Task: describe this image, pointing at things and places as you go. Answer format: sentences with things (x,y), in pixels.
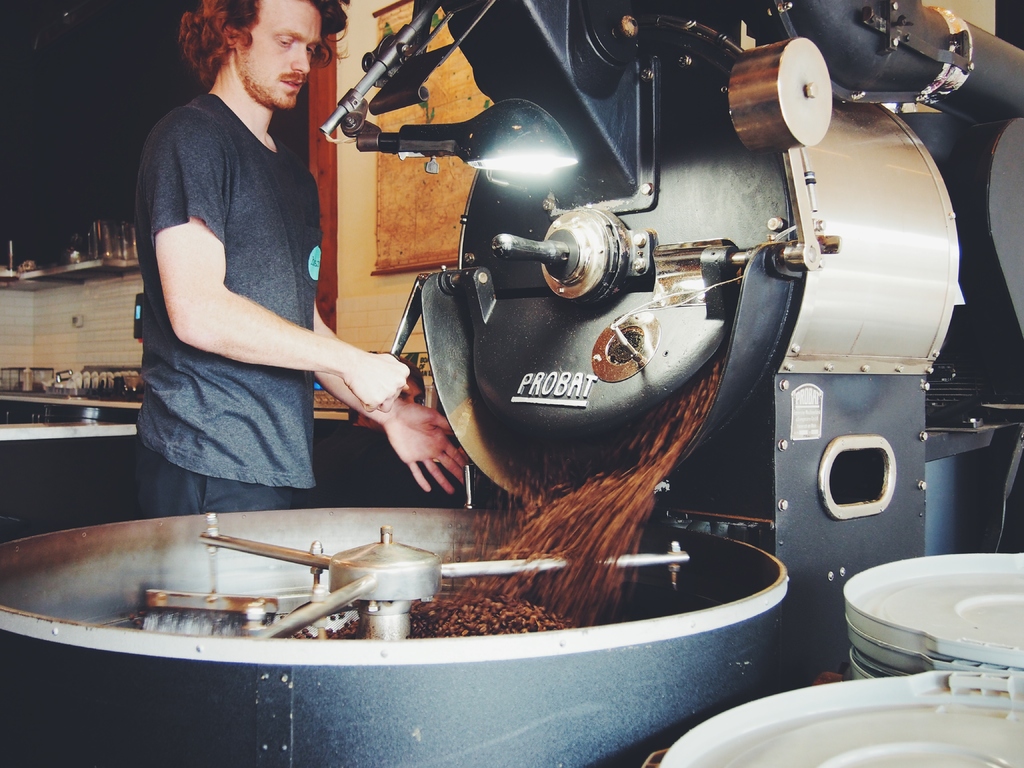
There is a man (289,345) standing and holding a tool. We can see machine (302,760) and objects (896,658). In the background (126,235) we can see objects (129,397) on the surface (68,398) and we can see glasses (124,251) on shelf (89,262).
